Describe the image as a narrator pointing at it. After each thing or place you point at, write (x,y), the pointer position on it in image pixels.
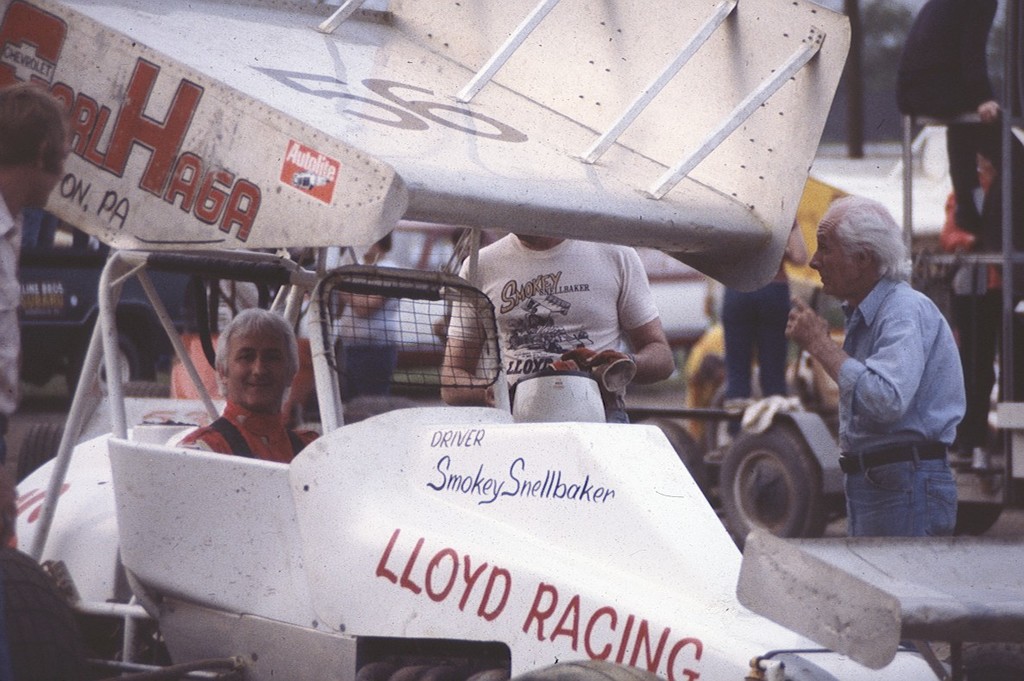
In the image there is an old man (253,425) sitting inside a white racing car (395,528) and there is a man (10,530) standing on the left side of it and two men (882,436) on the right side (955,414), in the back (715,332) it seems to be a road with people (757,311) walking on it and vehicles (924,194) moving on it.
